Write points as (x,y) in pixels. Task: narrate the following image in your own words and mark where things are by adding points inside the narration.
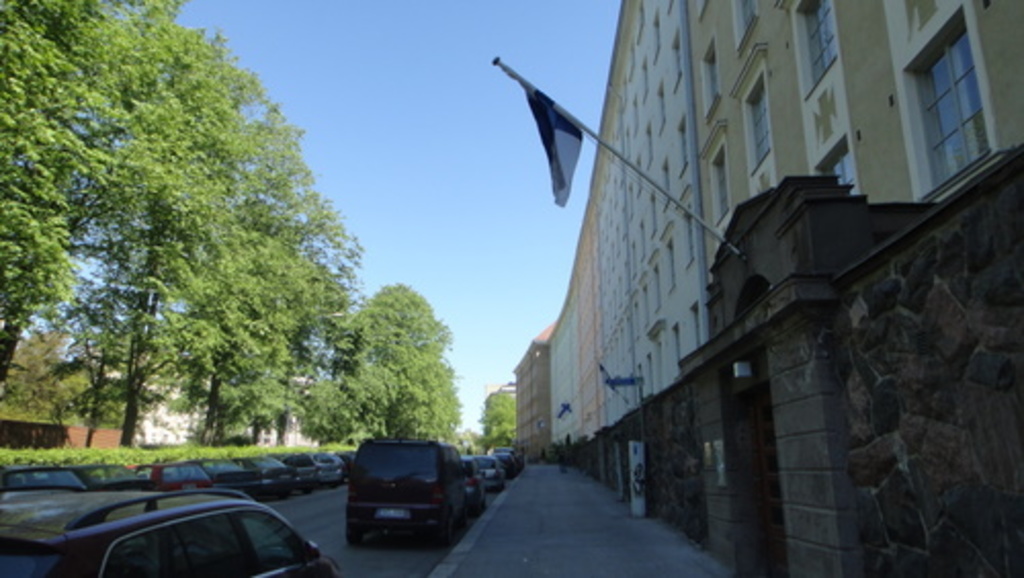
In this image we can see a few vehicles (307,485) on the road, on the right side (712,253) there are few buildings (629,309) and a flag (580,135) attached to the building (600,269), on the left side (175,399) there are few trees (229,348) and sky (459,147) on the top (494,170).
